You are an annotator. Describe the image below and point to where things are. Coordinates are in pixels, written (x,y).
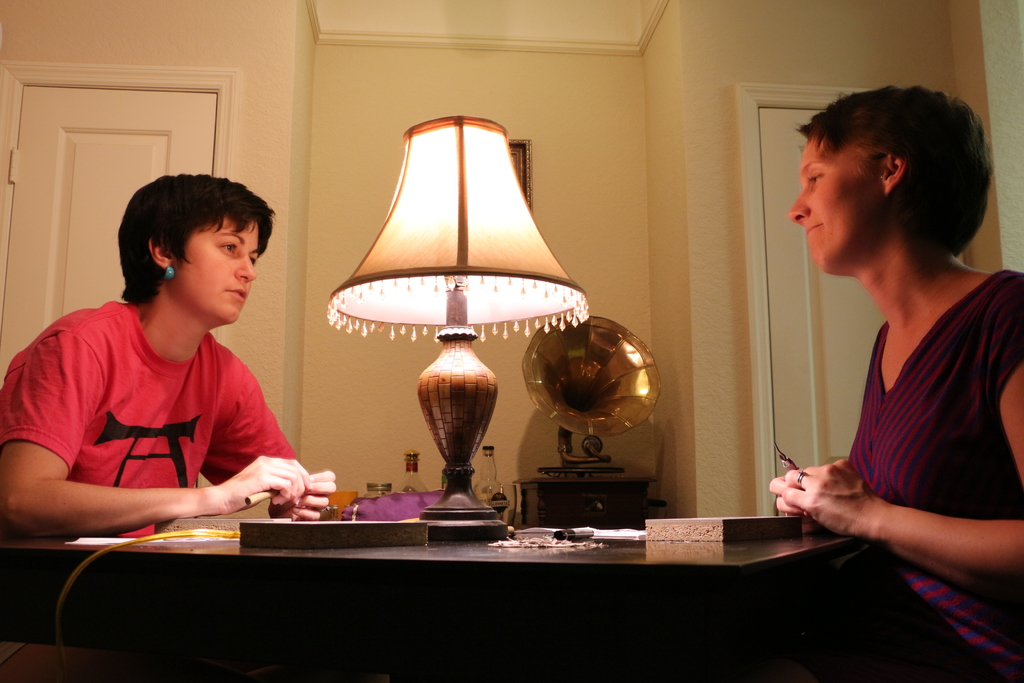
Bottom right side of the image (921,458) a woman (976,670) is sitting and smiling. Bottom left side of the image (240,471) a woman (206,214) is sitting and looking. Behind them there is a wall (385,97) and door (87,94). In the middle of the image (470,425) there is a table (568,588) on the table (753,615) there is a lamp (440,178) and there are some products (331,539). Behind the lamp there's a gramophone (621,415).
